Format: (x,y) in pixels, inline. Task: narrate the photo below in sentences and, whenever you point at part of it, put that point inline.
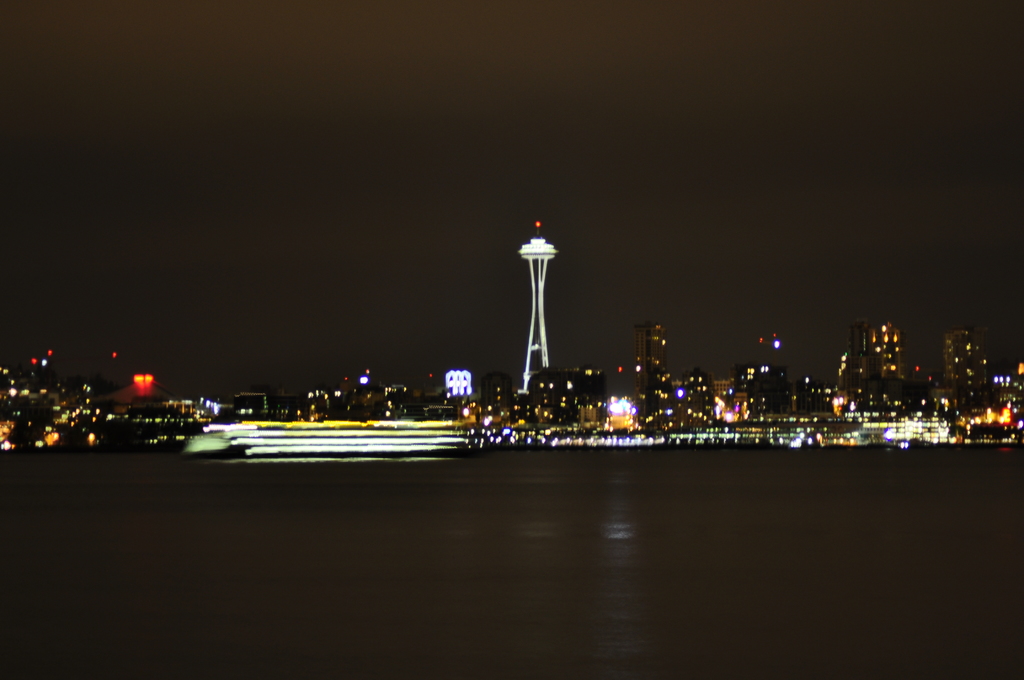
In this image we can see buildings (378,416), towers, skyscrapers (650,346), electric lights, water (637,513) and sky (303,330).
